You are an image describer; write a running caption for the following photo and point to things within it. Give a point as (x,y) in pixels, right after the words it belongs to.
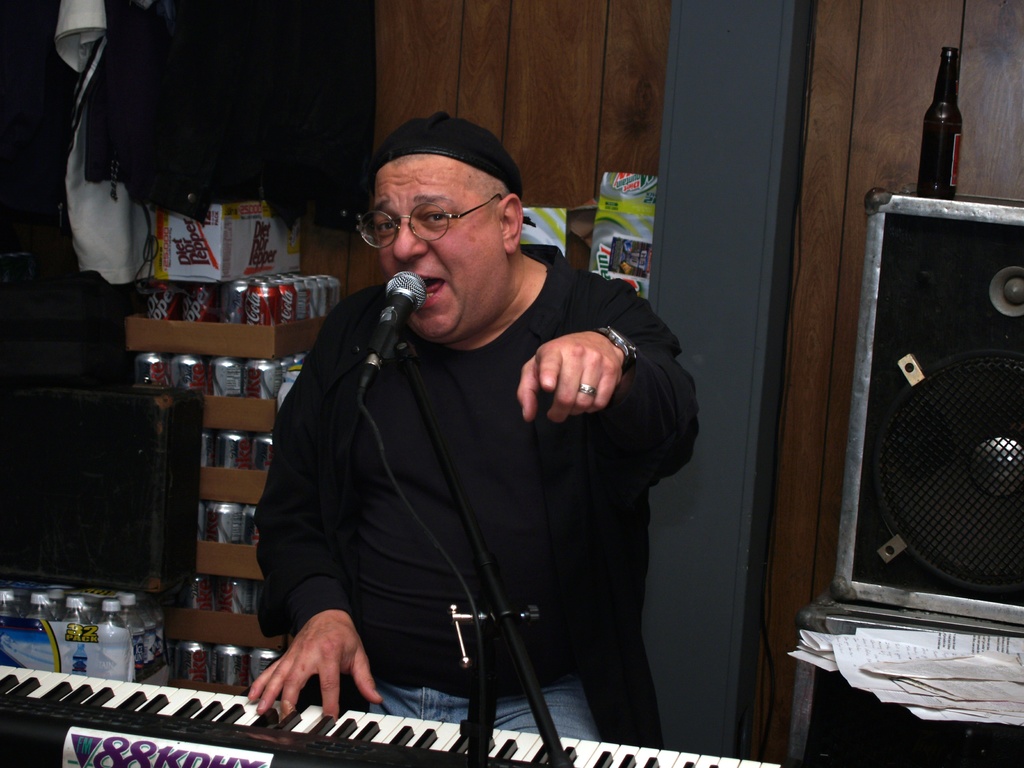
In the center (420,477) we can see one man (446,551) he is sitting and we can see he is singing. And in front of him we can see the microphone (402,319). Bottom we can see the keyboard (362,734). And coming to the background (273,327) we can see the cans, water bottles (65,649) and speaker (895,292).
